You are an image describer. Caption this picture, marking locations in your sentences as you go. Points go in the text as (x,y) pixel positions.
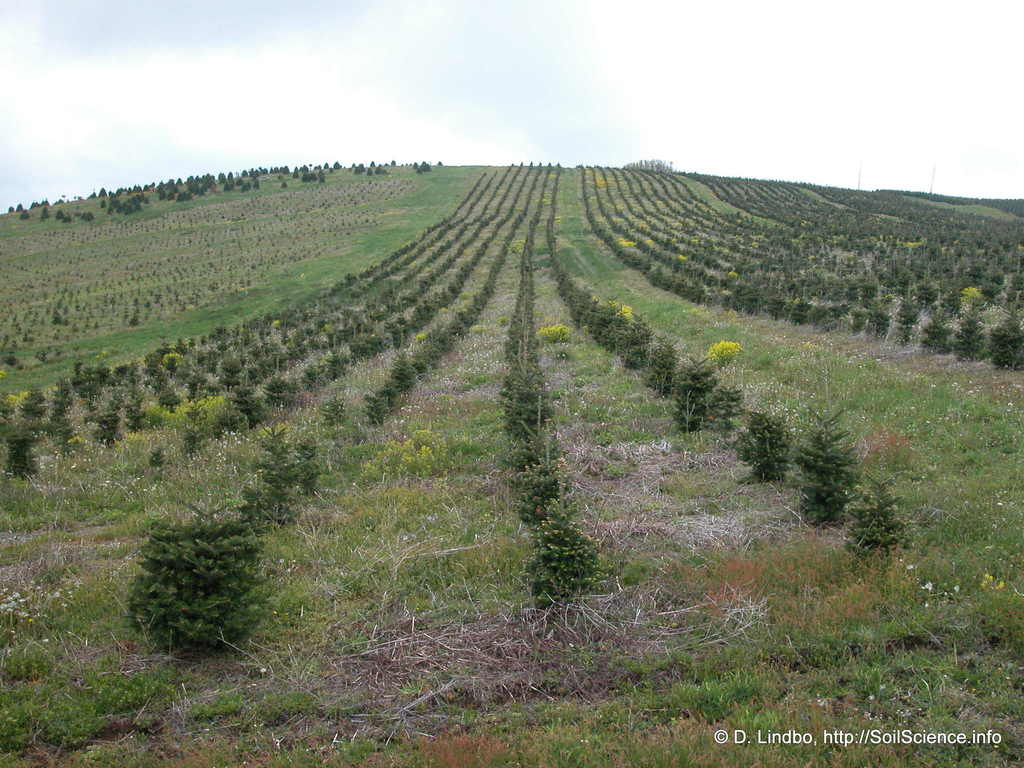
In the picture I can see the grass (422,470), plants (206,548) and the sky (509,92) in the background (530,85). On the bottom right corner of the image (973,738) I can see a watermark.
